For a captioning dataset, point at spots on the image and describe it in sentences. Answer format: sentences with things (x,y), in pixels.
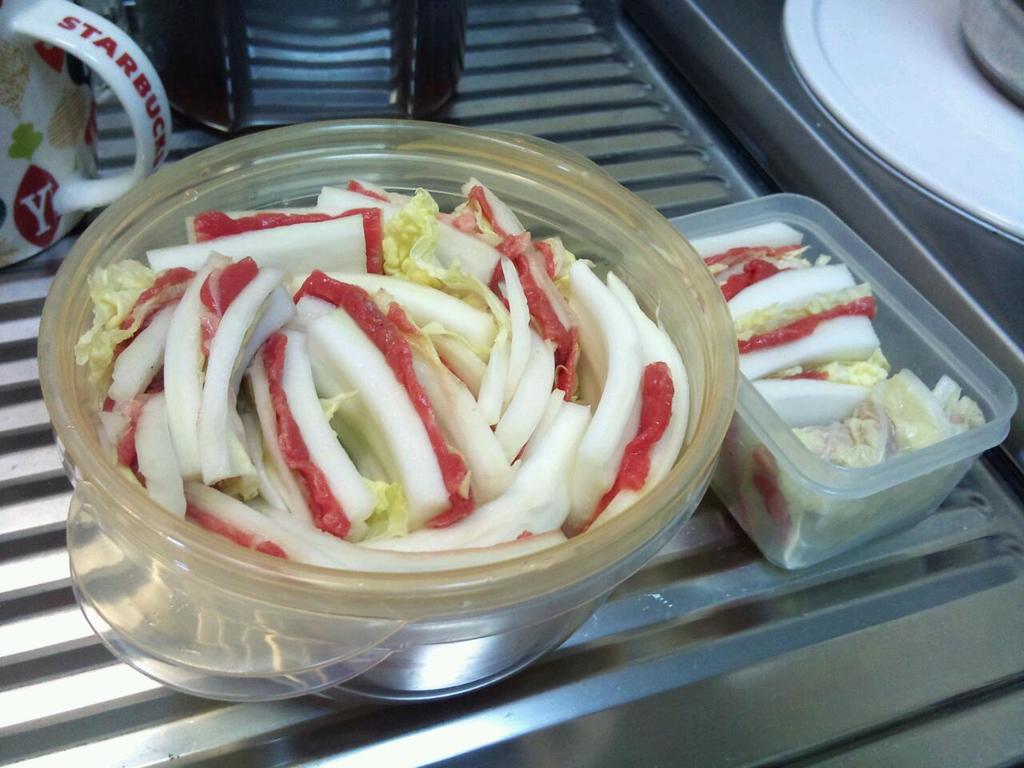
In this picture I can see food (426,463) in the bowl (290,192). I can see cup (59,104) on the left side (65,117). I can see container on the right side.
